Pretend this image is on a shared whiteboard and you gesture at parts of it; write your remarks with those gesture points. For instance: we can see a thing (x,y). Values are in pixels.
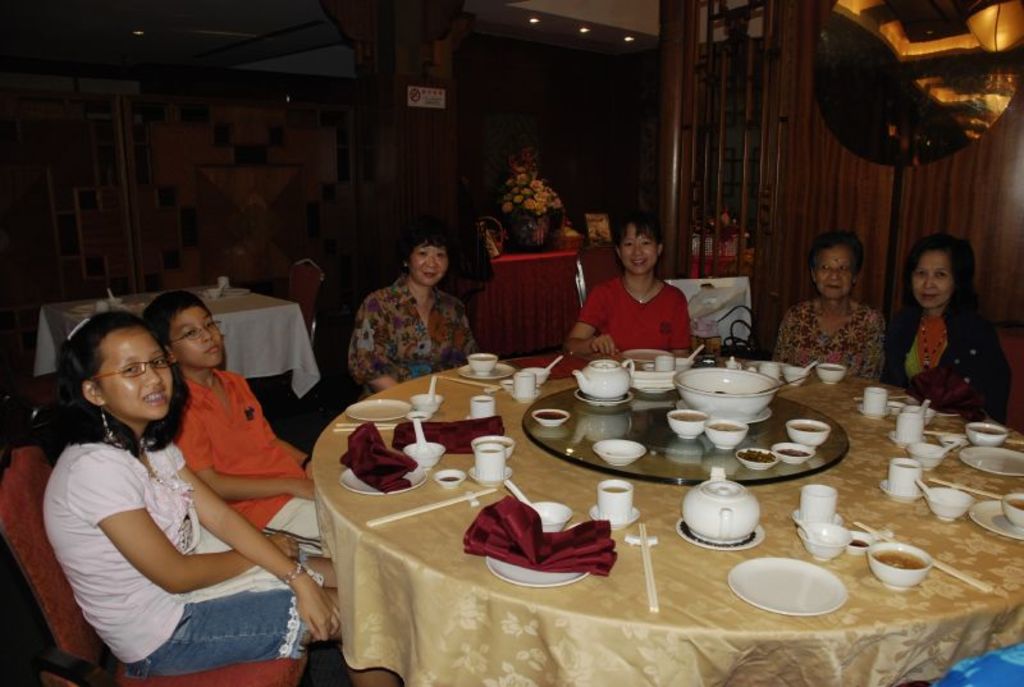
There are few people (423,326) sitting on the chairs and smiling. This is a table (543,608) covered with cloth (771,649). There are plates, small bowls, glasses (623,500), kettles (717,514), spoons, big bowl (717,411), chopsticks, napkins (605,528) placed on the table (697,586). This looks like a mirror (863,119) attached to the wall (803,55) where I can see reflection (956,74) of lights (987,40). This is a wooden pillar (409,178). At background (515,297) I can see another table (528,270) covered with red color cloth (527,277) where a flower bouquet (508,210) and few other things (483,233) are placed on it. Here I can see another table (250,316) covered with white cloth (264,309). This is a wooden wall (237,196).
